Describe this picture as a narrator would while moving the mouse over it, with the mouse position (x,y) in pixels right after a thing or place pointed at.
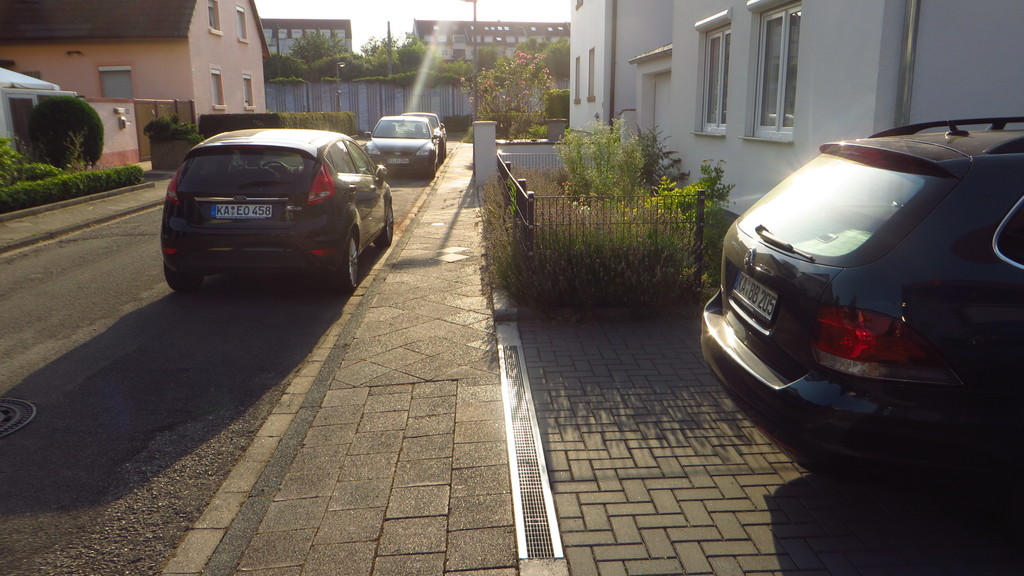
On the right side (768,436) image there is a car (931,233) and also there are houses (717,69), plants (582,154) with mesh fencing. And on the left side of the image (338,138) on the road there are cars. And also there are buildings (211,28), fencing walls (439,92), trees (459,68), poles (473,103) and also there are bushes (33,149).
